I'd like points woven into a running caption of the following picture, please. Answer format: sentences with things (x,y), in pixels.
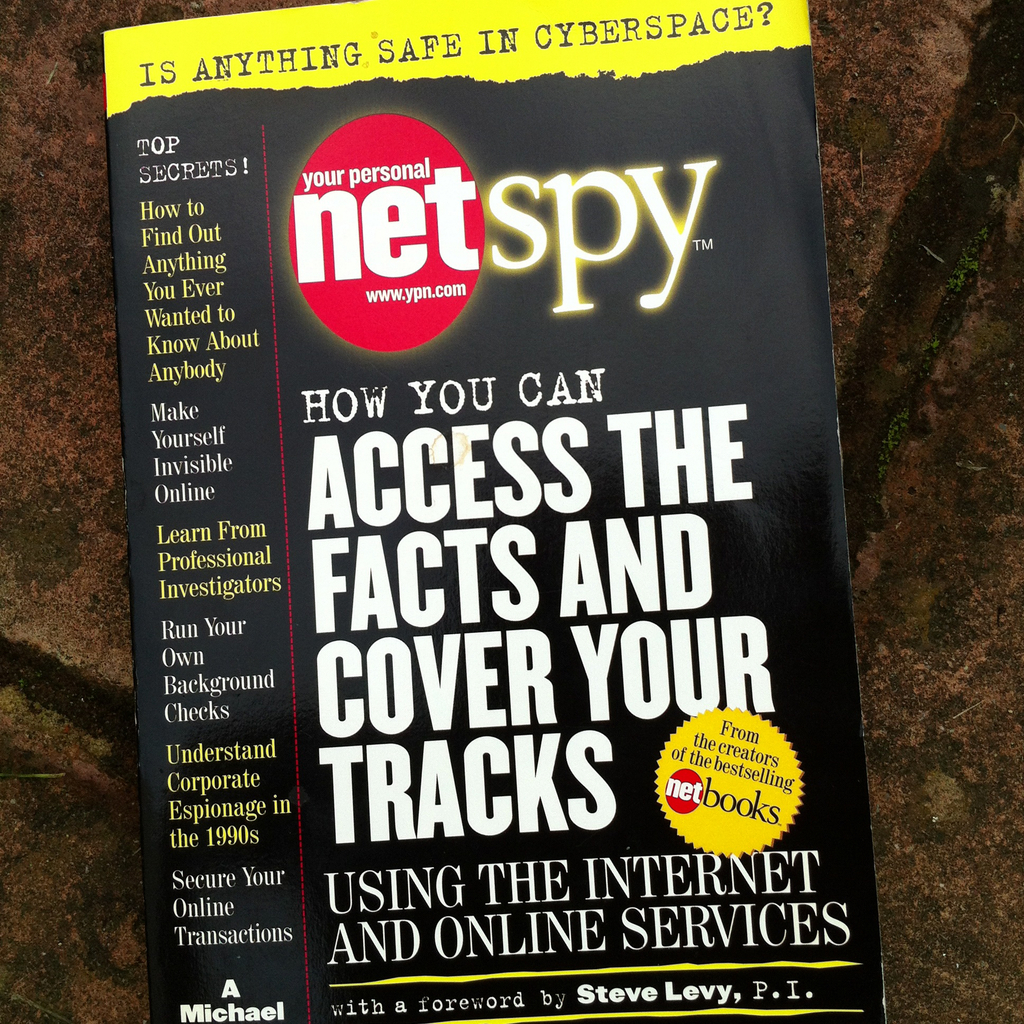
In this image I can see a book (529,652) is on the surface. Something is written on the book (336,660).
